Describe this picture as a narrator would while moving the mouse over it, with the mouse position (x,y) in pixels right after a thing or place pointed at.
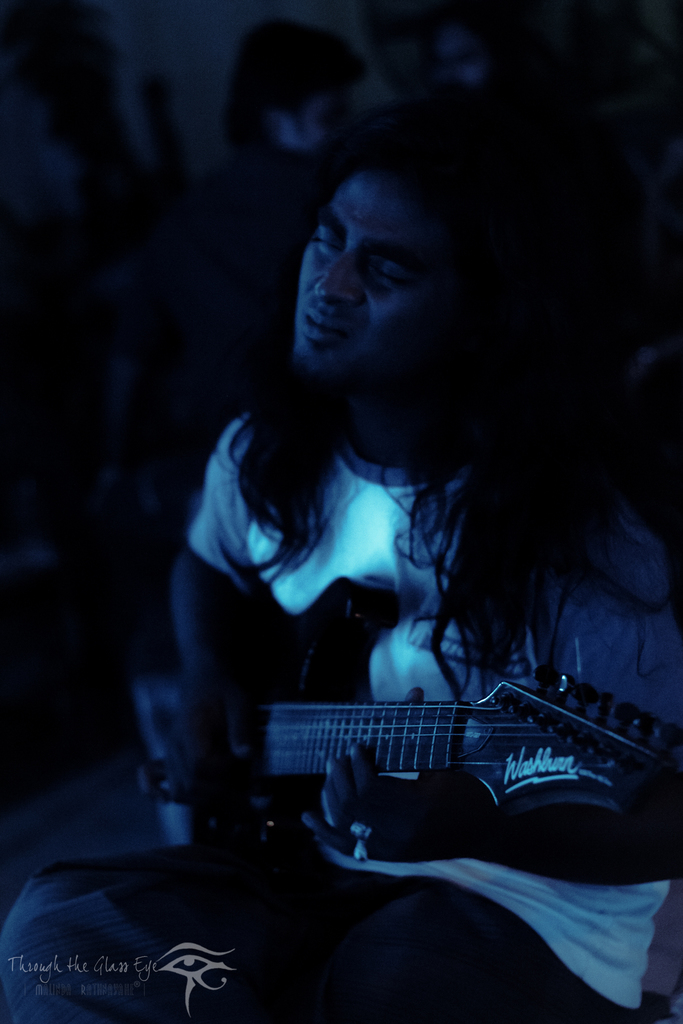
There is a man (661,833) in white tee shirt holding a musical instrument (320,773) and closing his eyes (388,278).
